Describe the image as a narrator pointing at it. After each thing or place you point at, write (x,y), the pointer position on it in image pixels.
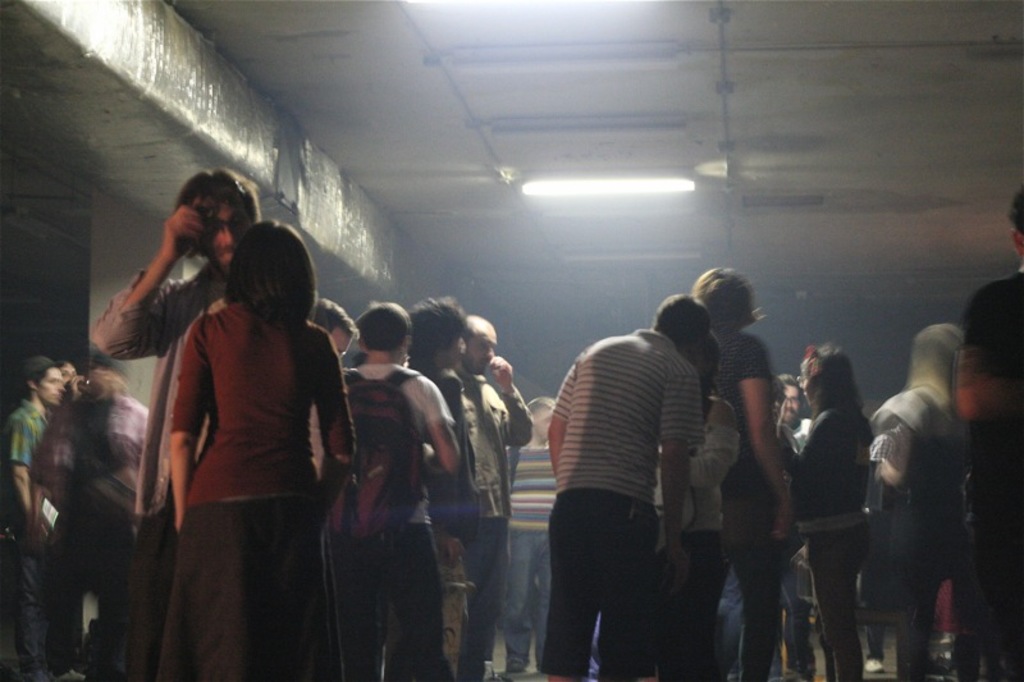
As we can see in the image there are group of people (615,436), wall (581,311) and light (595,183).
